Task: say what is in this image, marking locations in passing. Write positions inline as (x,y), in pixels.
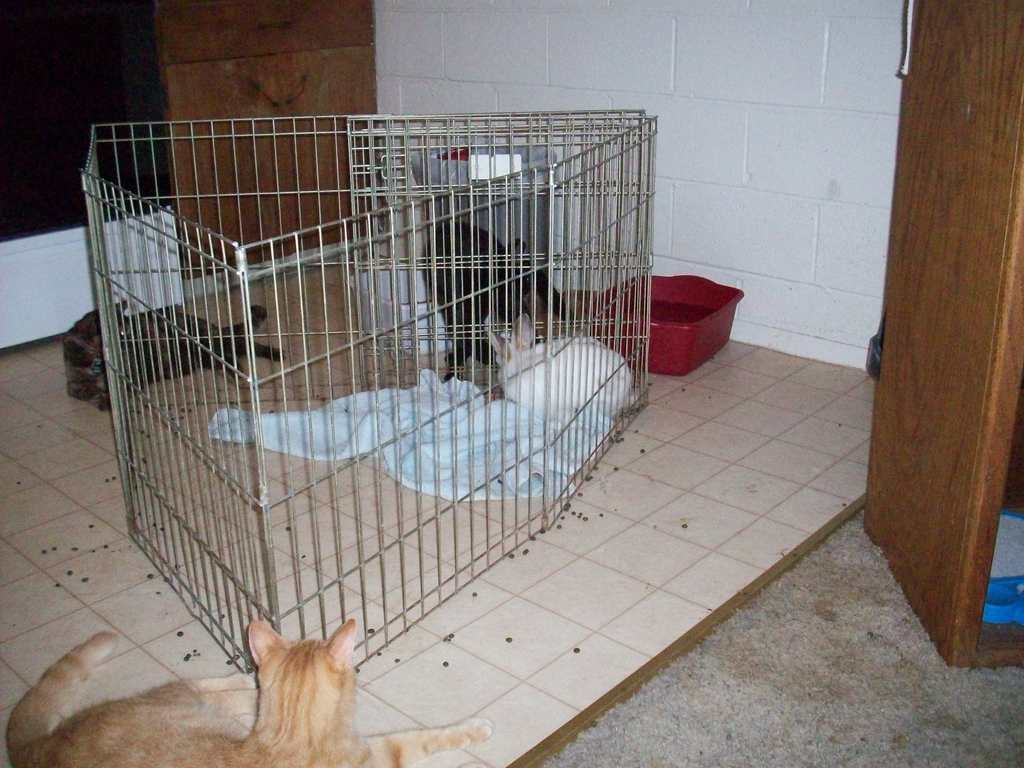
In this image we can see a cloth (457,383) and a rabbit (512,399) in a cage (454,204). Around the cage (439,454) we can see three animals (92,758). Behind the cage (453,191) we can see a wall (658,143) and few plastic boxes (651,314). On the right side (967,122), we can see a wooden object (927,139).
